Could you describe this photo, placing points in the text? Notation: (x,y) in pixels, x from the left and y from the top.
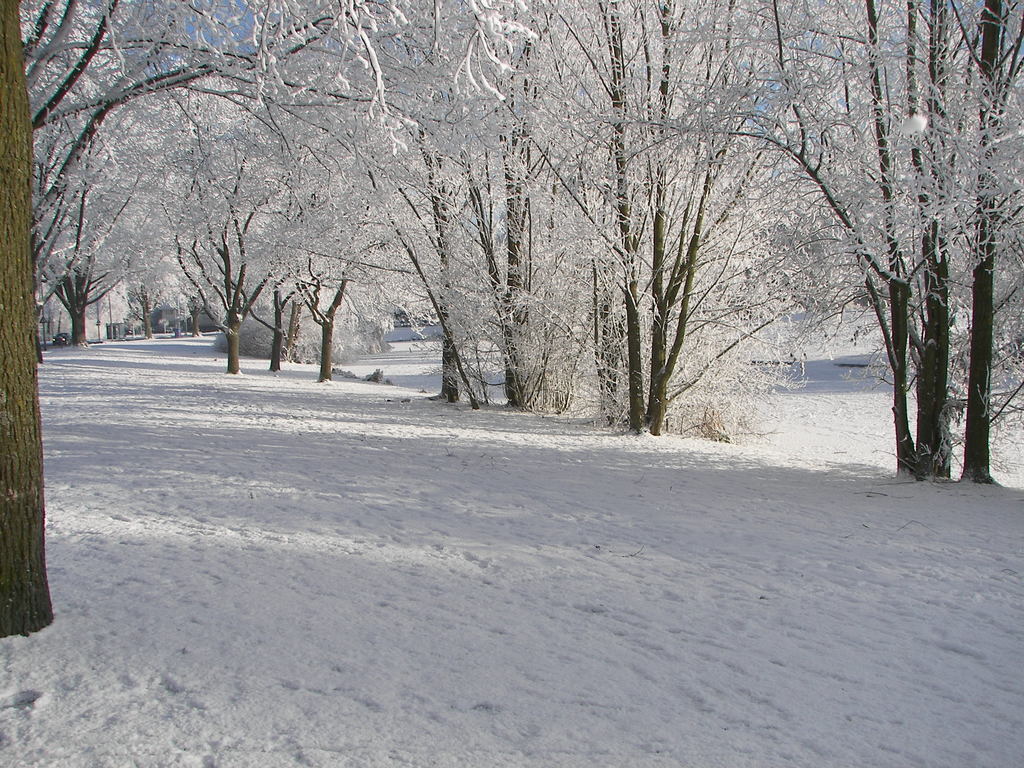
In this image I can see few trees (1014,338) and the snow (605,486).
